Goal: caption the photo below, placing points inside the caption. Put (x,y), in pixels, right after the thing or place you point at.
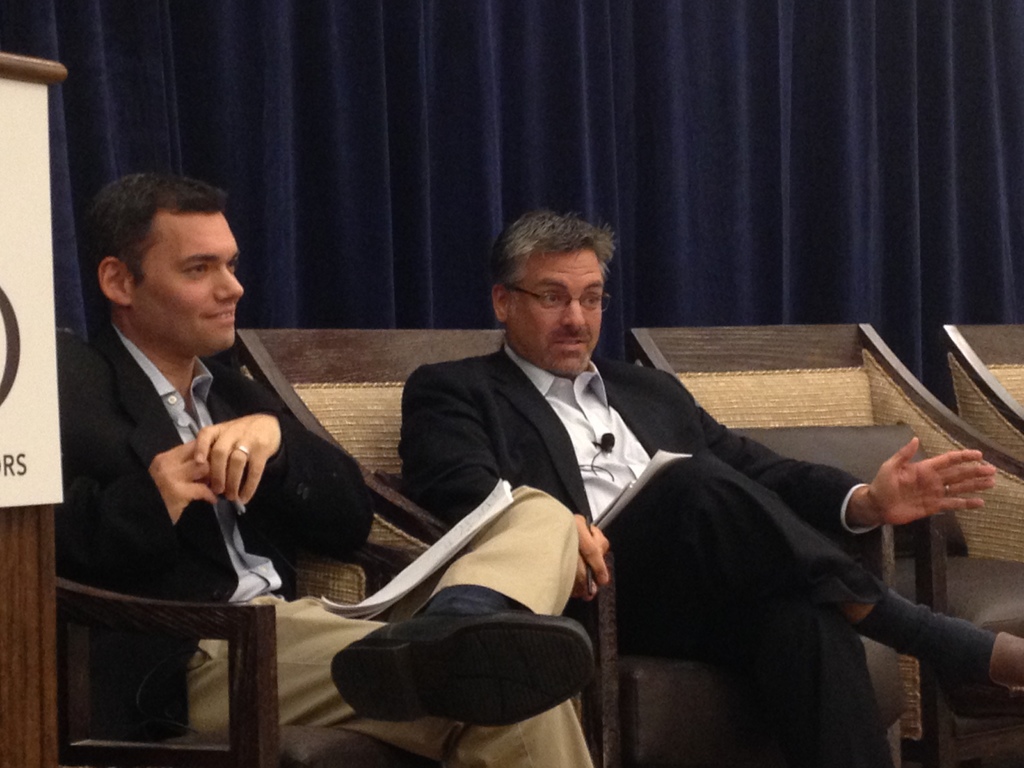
In this image there are two men (553,472) sitting on chairs (764,431), in the background (388,33) there is a blue curtain (759,291).
